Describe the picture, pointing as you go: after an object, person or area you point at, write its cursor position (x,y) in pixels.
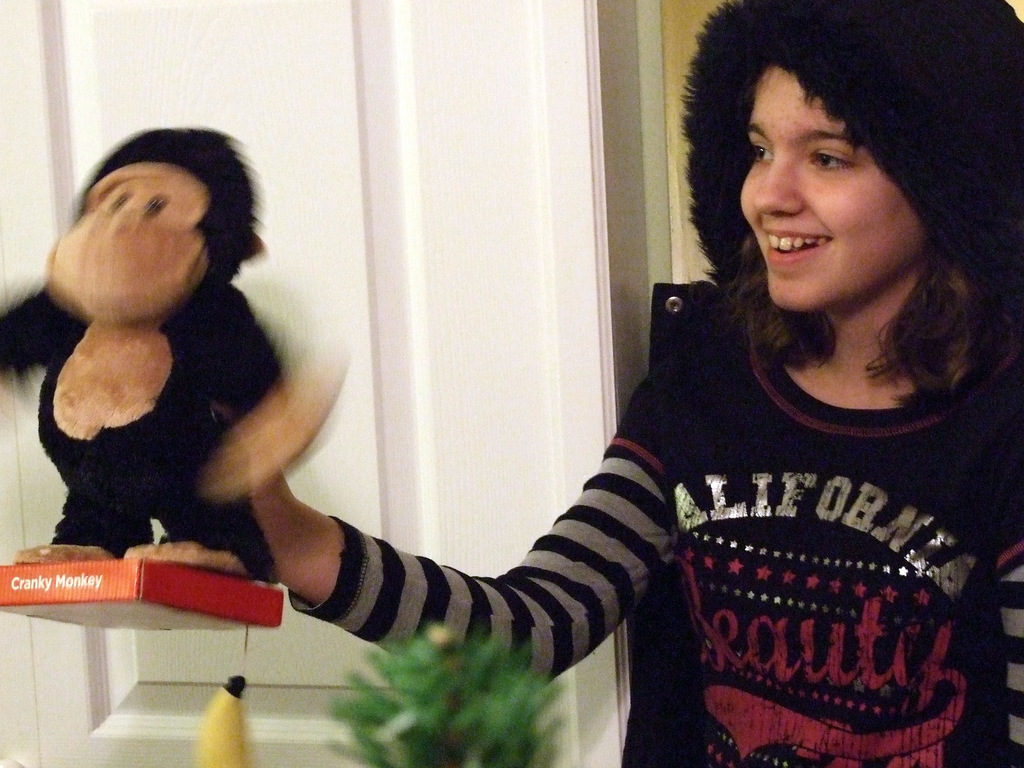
In this image, we can see a person (754,396) smiling and wearing a cap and holding a toy (173,424). In the background (441,94), there is a wall (549,150) and we can see a plant (348,716) and a box (150,586) and an object (218,710).
